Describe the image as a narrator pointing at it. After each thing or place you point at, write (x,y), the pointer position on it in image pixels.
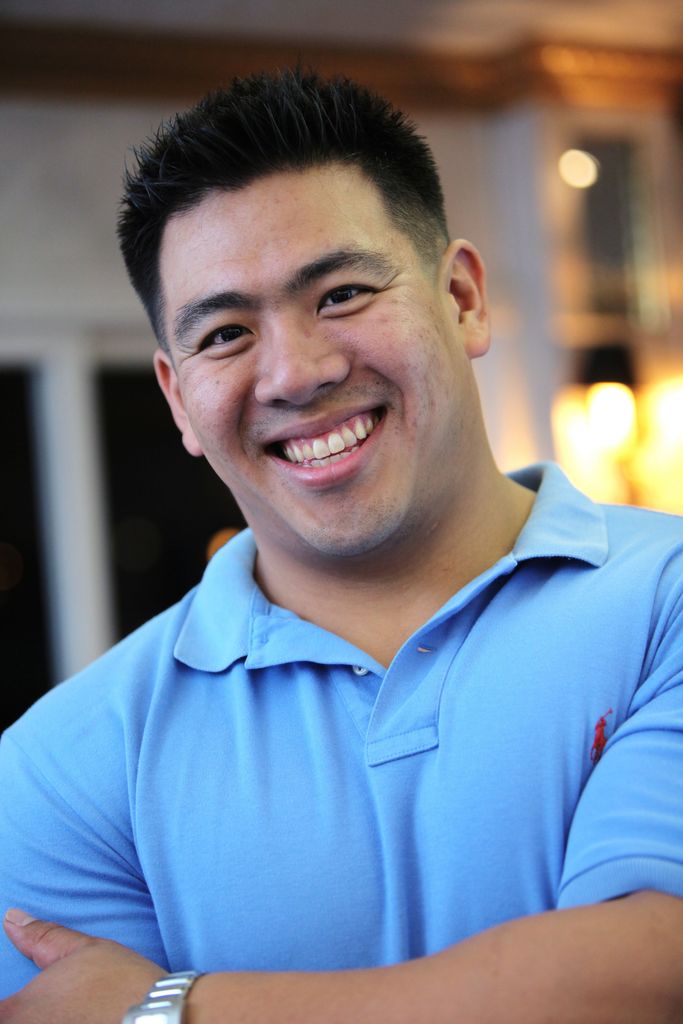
In this image I can see a man (397,669) is smiling, he wore blue color t-shirt (401,808).
